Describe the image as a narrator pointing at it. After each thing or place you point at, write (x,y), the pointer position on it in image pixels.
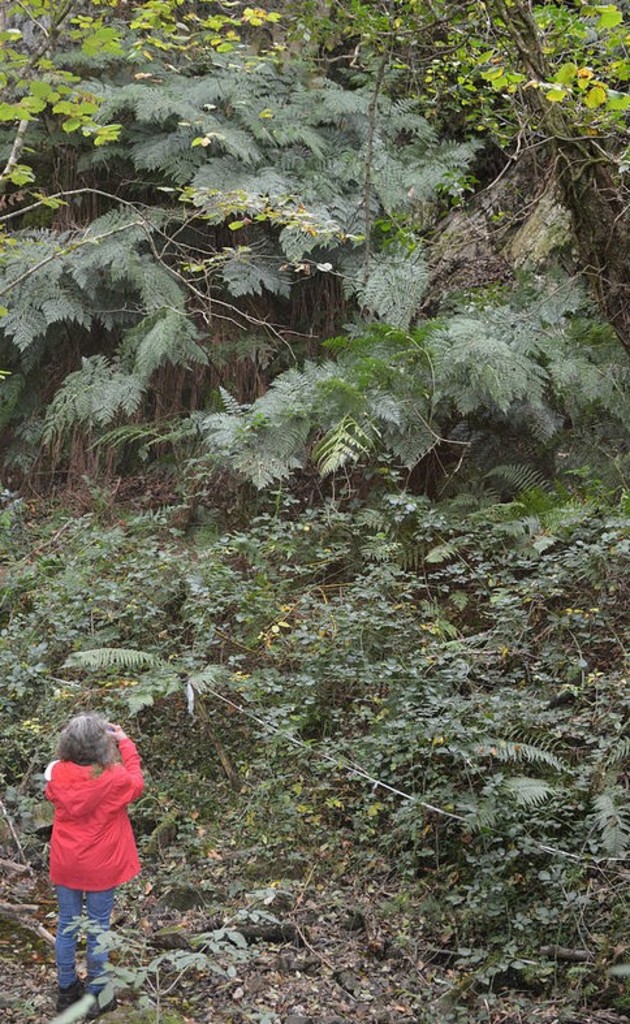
In this picture we can observe some plants (244,571) on the ground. We can observe a girl (72,850) standing, wearing red color hoodie (100,808).
